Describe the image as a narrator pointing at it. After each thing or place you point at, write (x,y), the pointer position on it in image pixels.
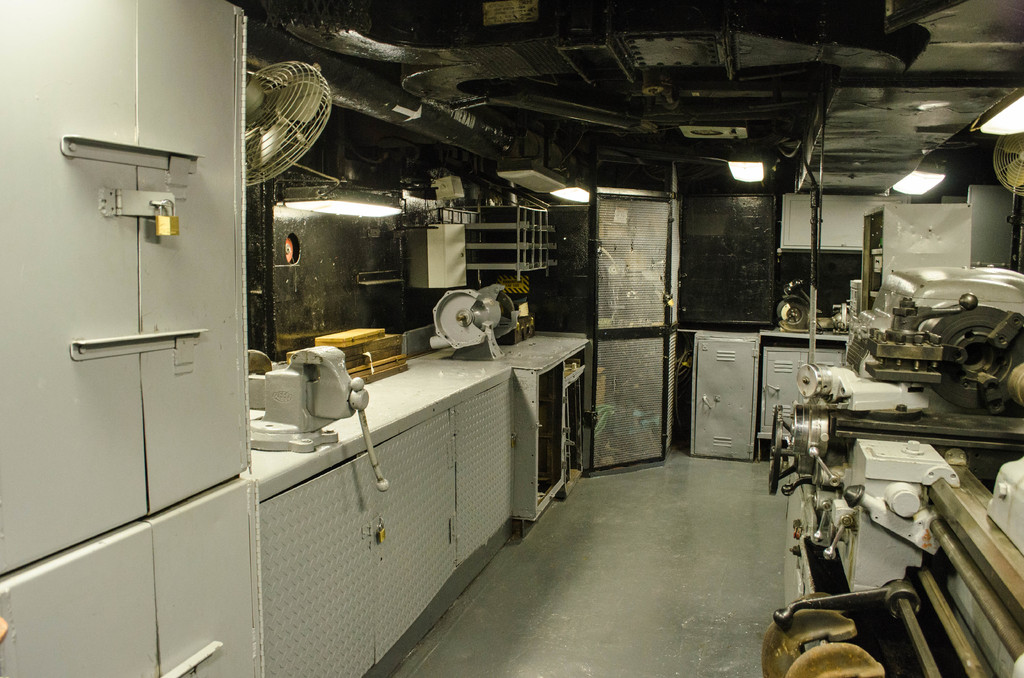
In this picture I can see a table (403,408) on which I can see some machines (471,304). Here I can see a table fan (271,94). On the right side (897,445) I can see a table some machines (917,476). In the background (638,381) I can see a door (635,345), lights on the ceiling (764,131). Here I can see cupboards (107,443).
